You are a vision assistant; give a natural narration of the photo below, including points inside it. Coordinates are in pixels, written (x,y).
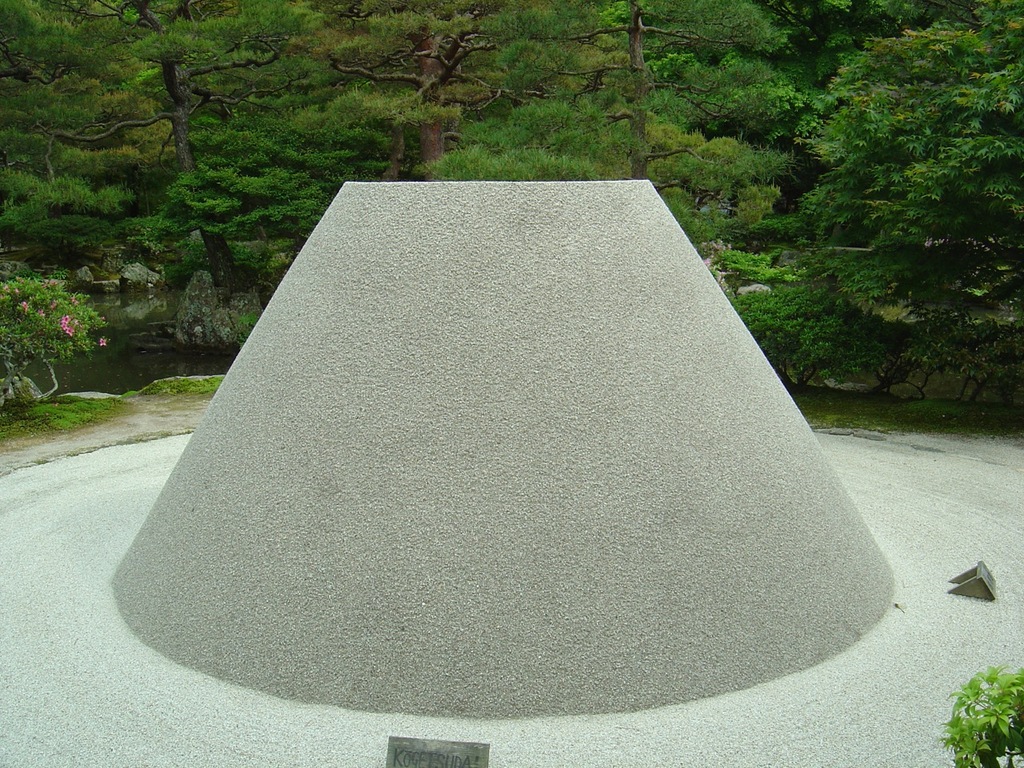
In this image there is a sand cone (760,355), in the background (366,126) there are trees (689,123).
